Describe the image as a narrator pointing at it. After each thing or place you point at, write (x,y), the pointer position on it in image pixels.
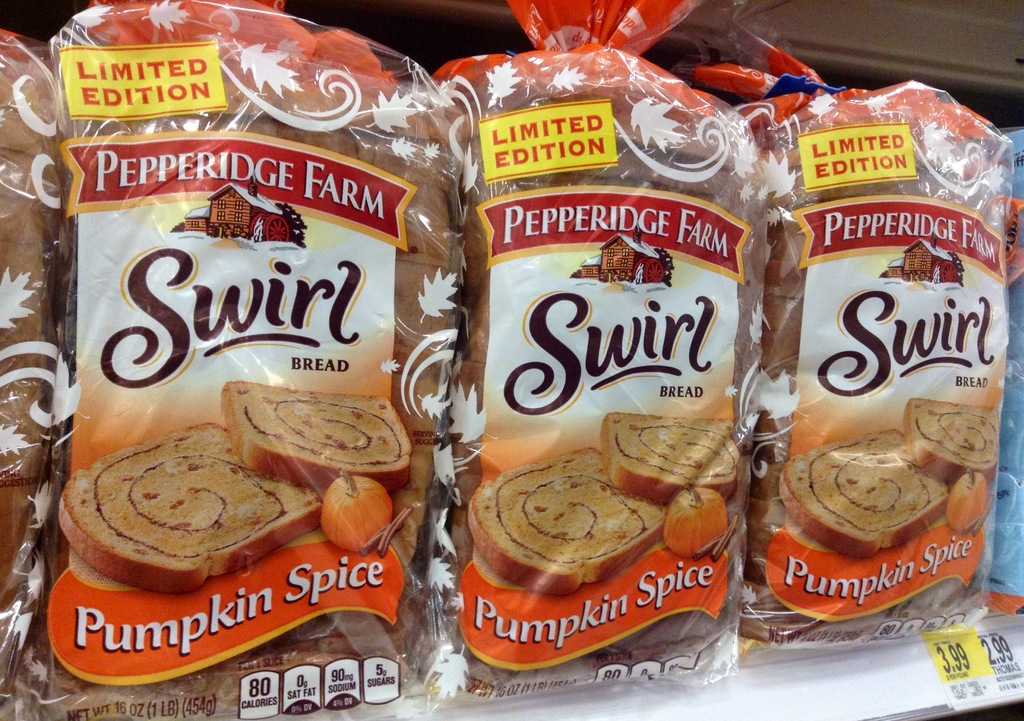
In this image there are food packets (918,484) and stickers (1000,686). Something is written on the food packets (676,394) and stickers (990,647).
